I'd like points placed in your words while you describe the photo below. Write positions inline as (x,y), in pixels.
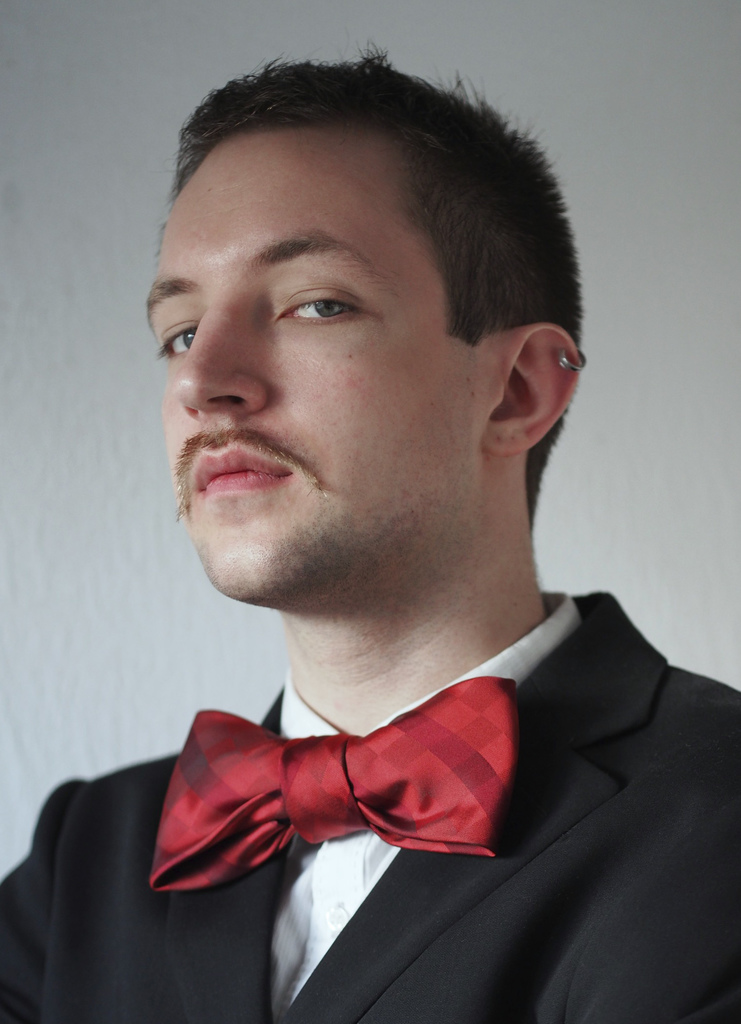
In this image I can see a person (369,689). In the background (88,525), I can see the wall (712,410).
